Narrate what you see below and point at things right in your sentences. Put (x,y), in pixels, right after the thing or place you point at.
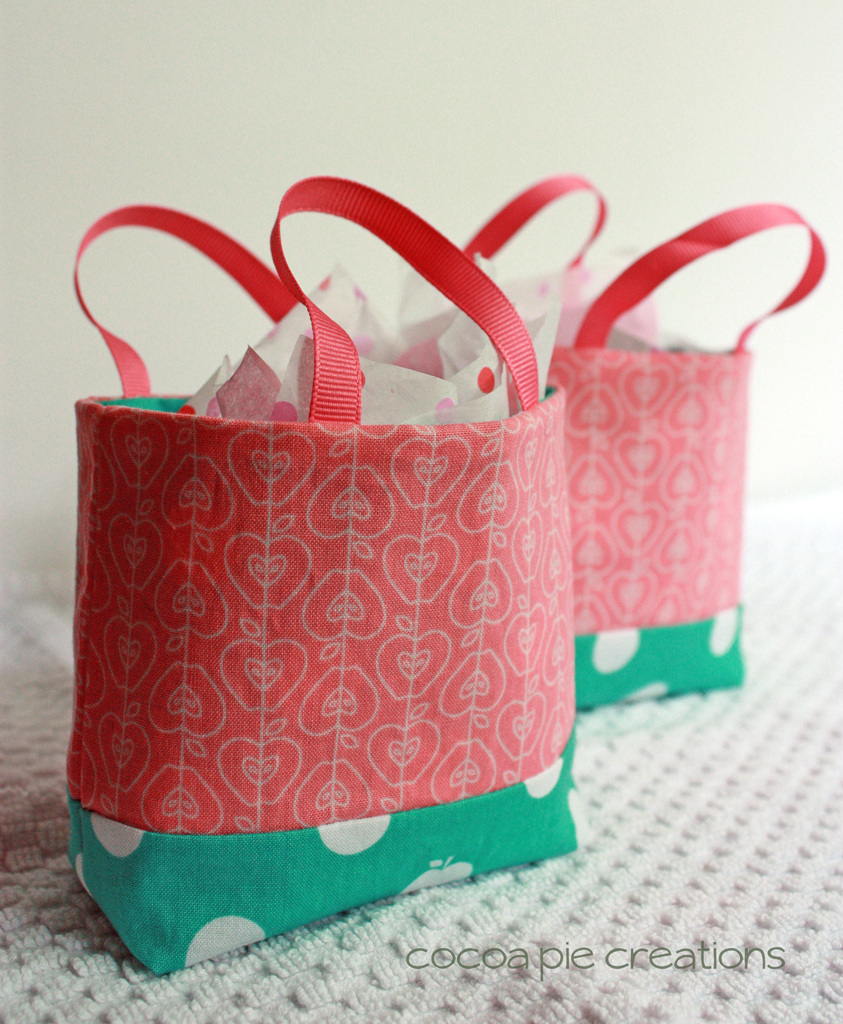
In this picture there are two bag (441,544). The bags (517,541) are in red and green color, in the bag (345,447) there are some items (395,419). Under the bag (438,687) there is a white mat (641,884). Behind the bag (502,539) there is a white wall (592,98).
